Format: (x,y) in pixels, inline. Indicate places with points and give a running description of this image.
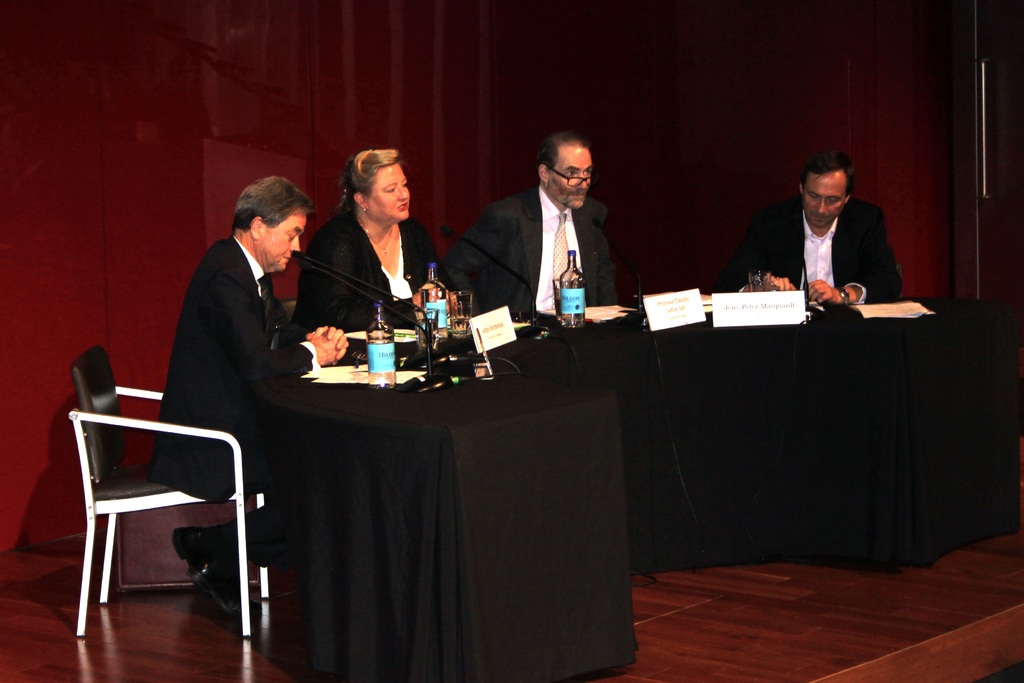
It seems to be a stage (855,607). In the middle of the image (533,228) a woman (358,241) and three men (602,252) are sitting on the chairs (184,495) facing towards the right side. In front of these people (204,453) there is a table (529,409) which is covered with a black color cloth (386,469). On the table (851,314) few bottles (571,291), name boards (493,326), papers (348,373), glasses (458,317) and some other objects (520,328) are placed. On the left side (35,307) there is a curtain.
